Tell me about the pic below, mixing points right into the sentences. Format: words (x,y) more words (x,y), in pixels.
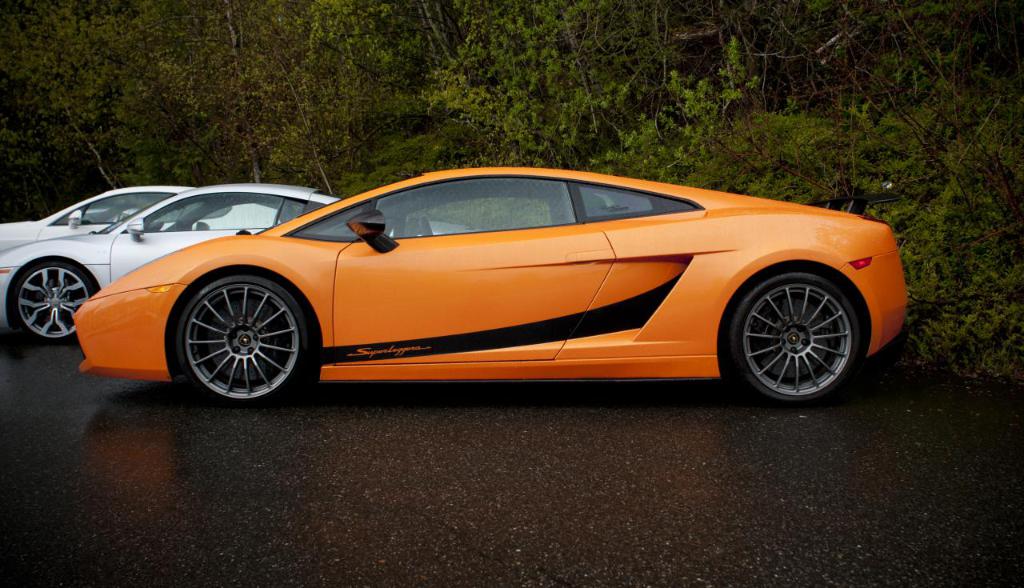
In the center of the image (674,196) there are cars (713,242) on the road (563,421). In the background of the image (538,101) there are trees (465,101).
